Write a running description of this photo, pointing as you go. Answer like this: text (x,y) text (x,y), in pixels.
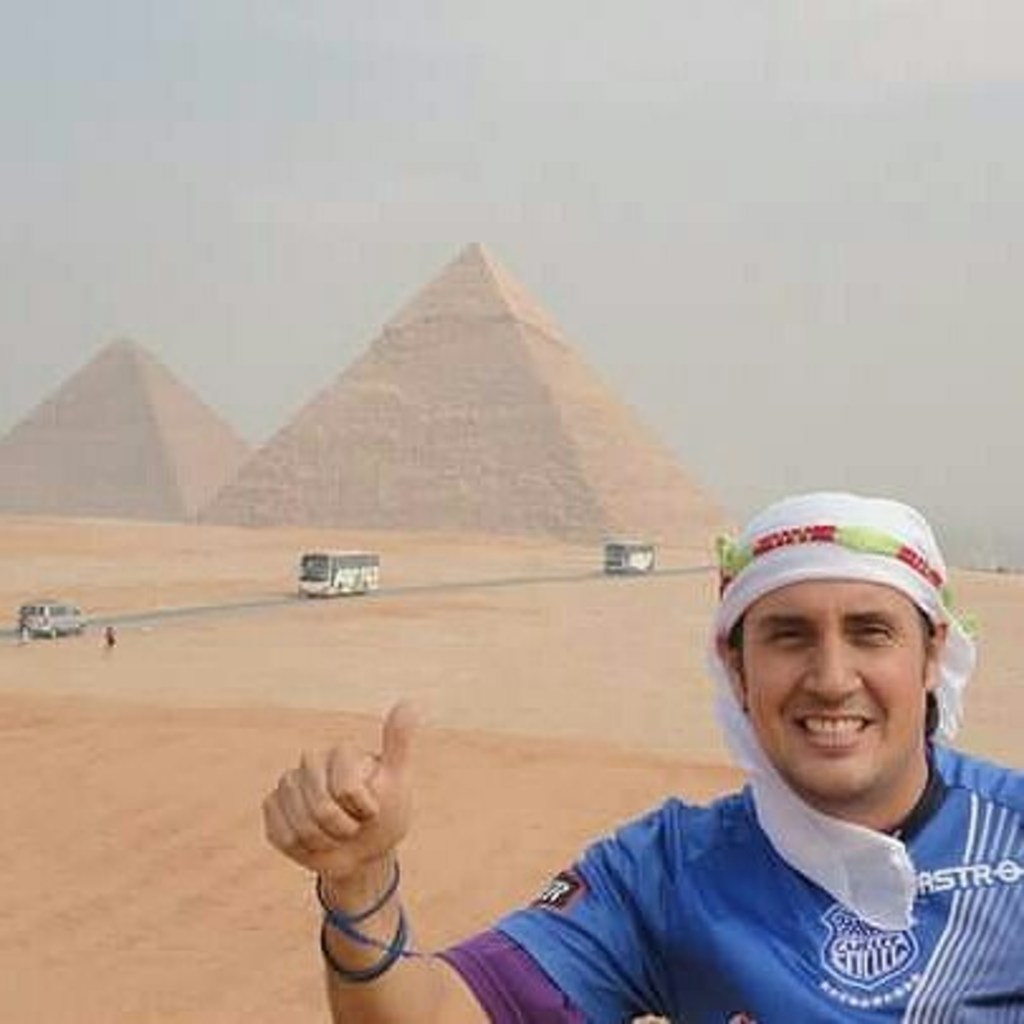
In this picture in the front (717,881) there is a man (792,877) smiling. In the background (45,620) there are vehicles (356,586) on the desert (108,611) and there are structures (403,427) and the sky (581,145) is cloudy.
